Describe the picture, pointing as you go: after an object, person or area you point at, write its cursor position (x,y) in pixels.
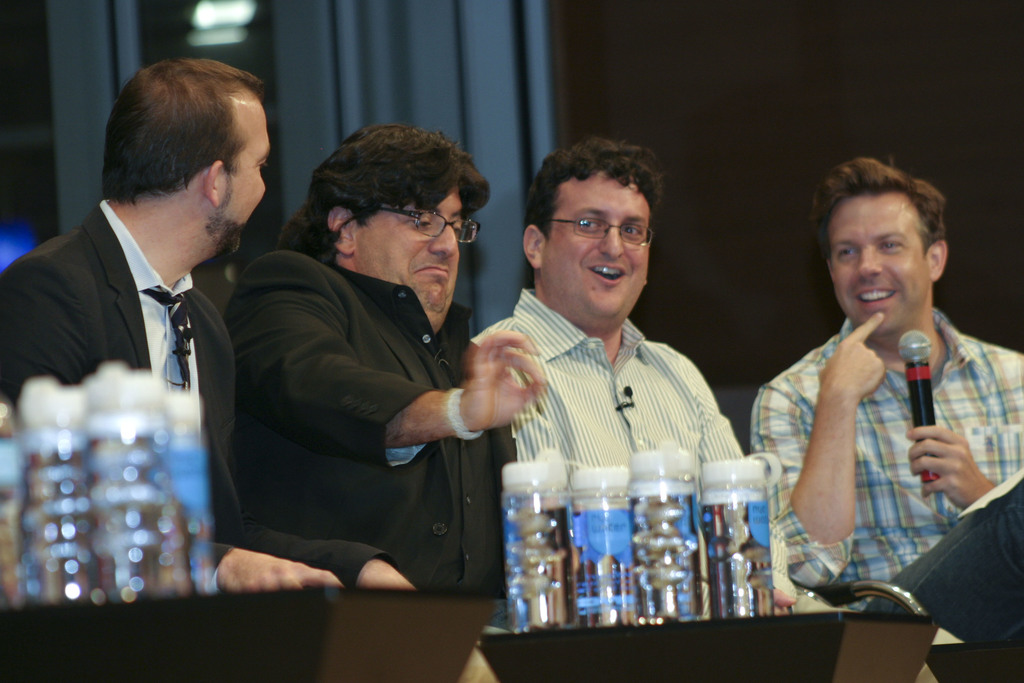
This image is clicked in a conference. There are four men (584,254) sitting. To the left (203,297), the two men (263,417) are wearing black suits (222,438). In the front (224,652), there are tables (473,607) on which bottles (555,587) are kept. To the right (912,437), the man (934,426) is holding mic (911,393). In the background (340,57), there is a blue curtain (316,27).
